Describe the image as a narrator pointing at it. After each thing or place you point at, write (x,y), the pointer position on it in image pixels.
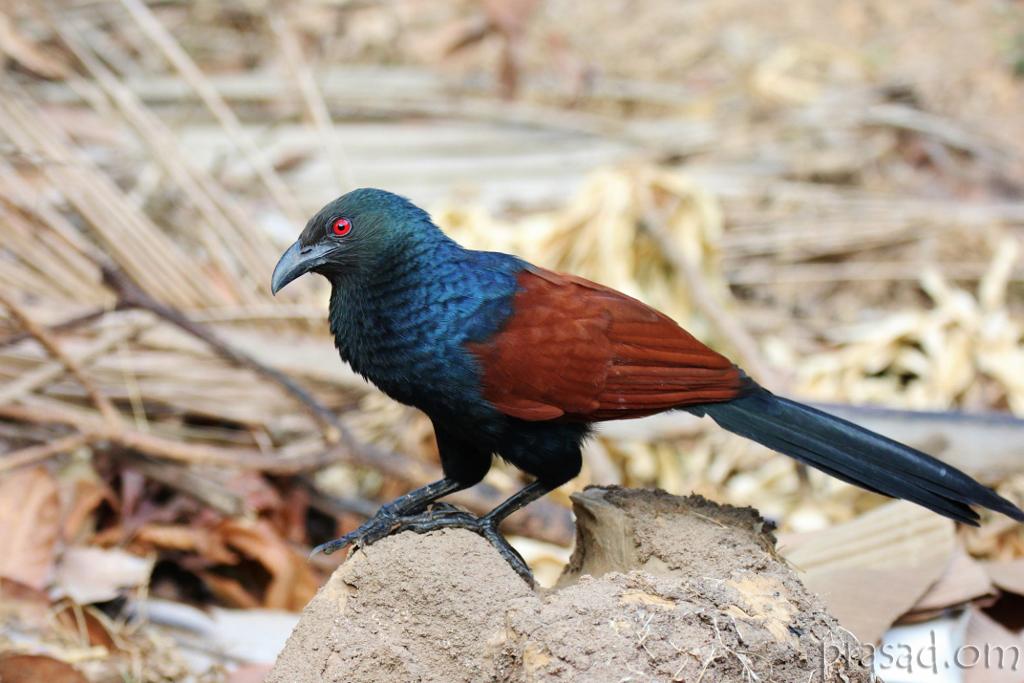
In the center of the image (530,307), we can see a bird (526,394) on the trunk (561,644) and in the background (152,273), there are twigs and there is some text (864,645).
